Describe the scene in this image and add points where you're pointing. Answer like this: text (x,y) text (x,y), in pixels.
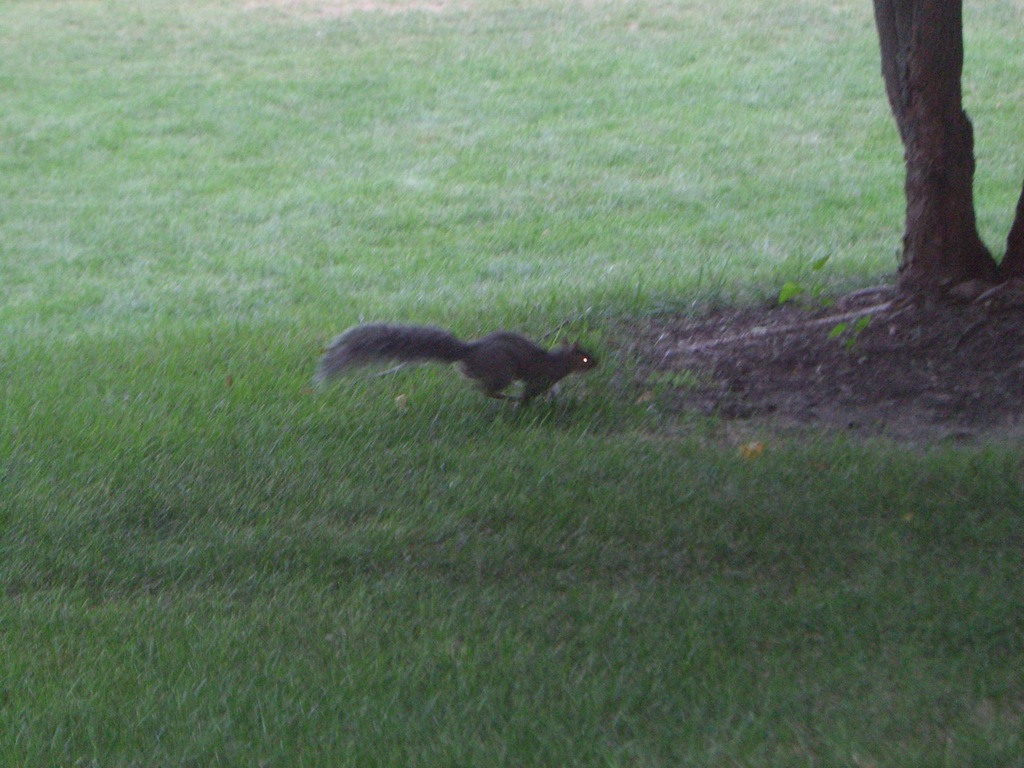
In the image there is a black squirrel (395,355) running on the grass (653,496), in front of the squirrel (512,337) there is a tree trunk (952,250).
